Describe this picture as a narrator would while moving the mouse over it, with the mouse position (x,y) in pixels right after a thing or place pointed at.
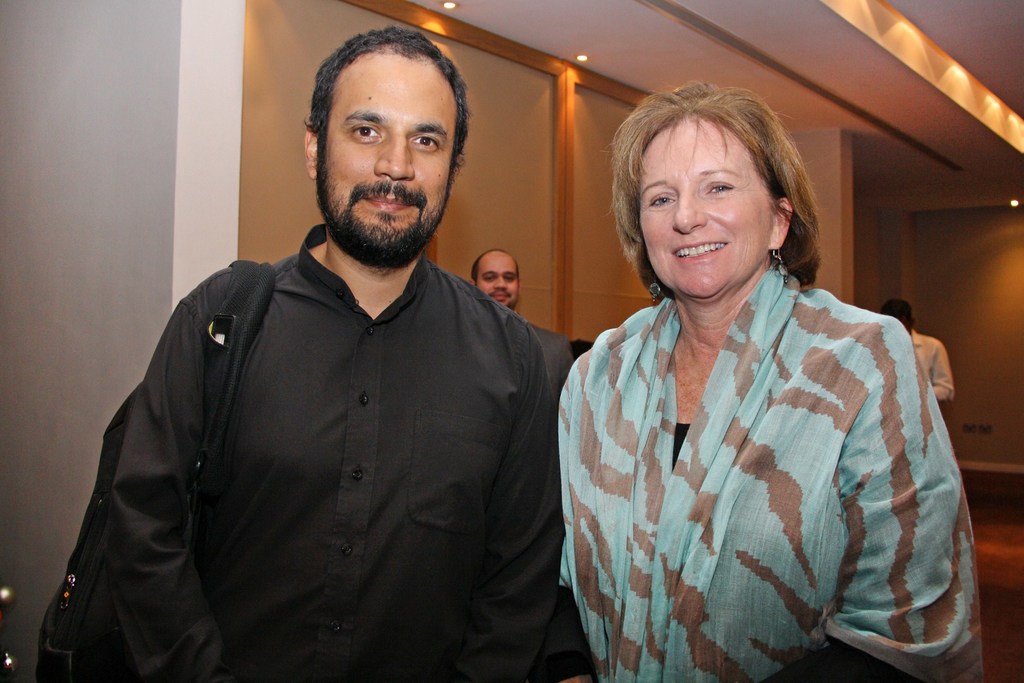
In this picture there is a man (375,369) standing in the front (284,420), smiling and giving a pose into the camera. Beside there is a woman (739,556) wearing blue color clothes (727,474), standing and smiling. Behind there is a wooden panel wall (515,121) and some spotlights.
